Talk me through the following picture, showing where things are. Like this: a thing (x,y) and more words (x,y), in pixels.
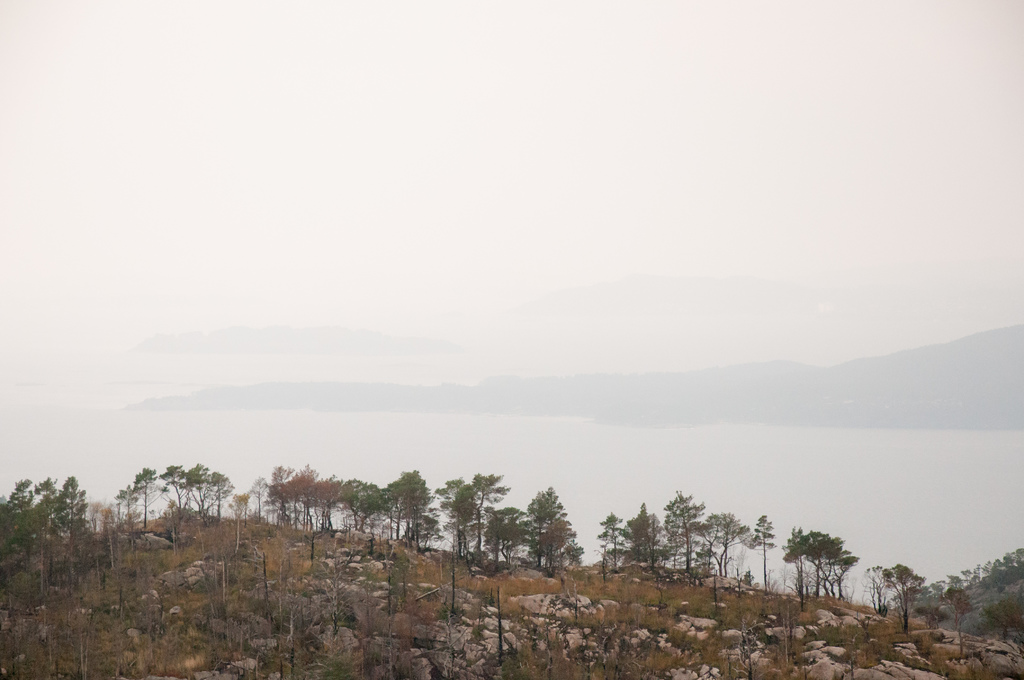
In this image I can see few trees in green color and stones (529,604). Background (720,143) I can see sky (485,117) in white color.
